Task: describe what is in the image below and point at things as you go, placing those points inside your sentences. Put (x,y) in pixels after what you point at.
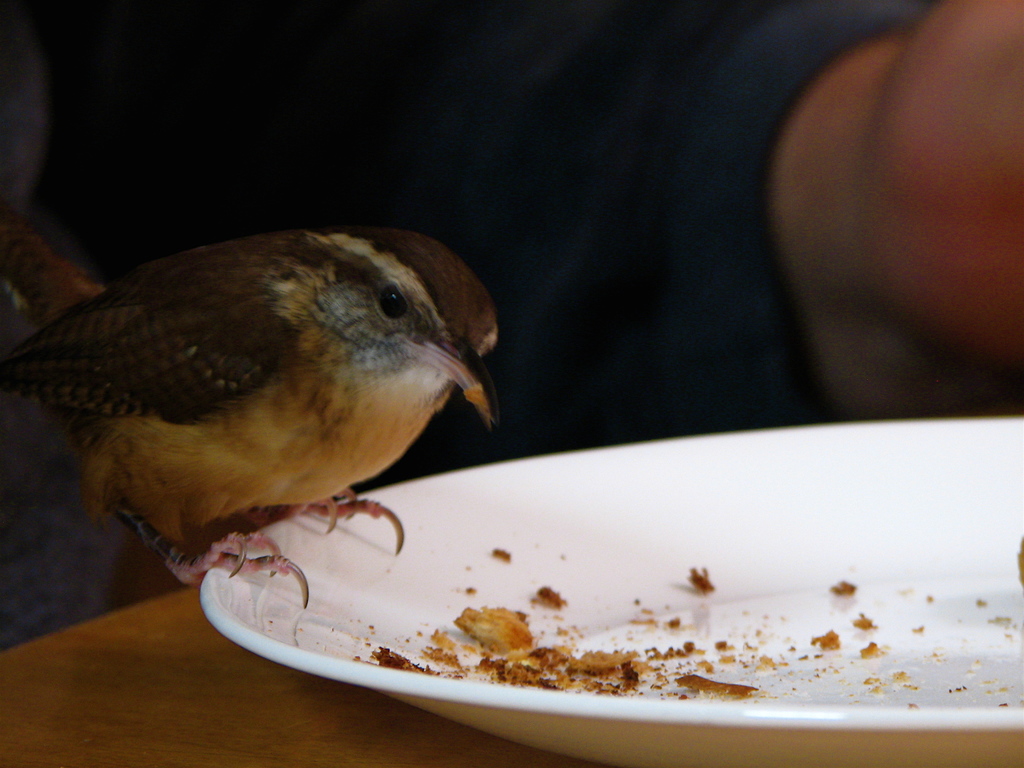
This picture shows a bird (240,440) on the plate (495,500) and we see some food (506,643) in the plate (672,607) on the table (186,616) and we see a human (530,223). The bird (413,388) is black and brown in color.
